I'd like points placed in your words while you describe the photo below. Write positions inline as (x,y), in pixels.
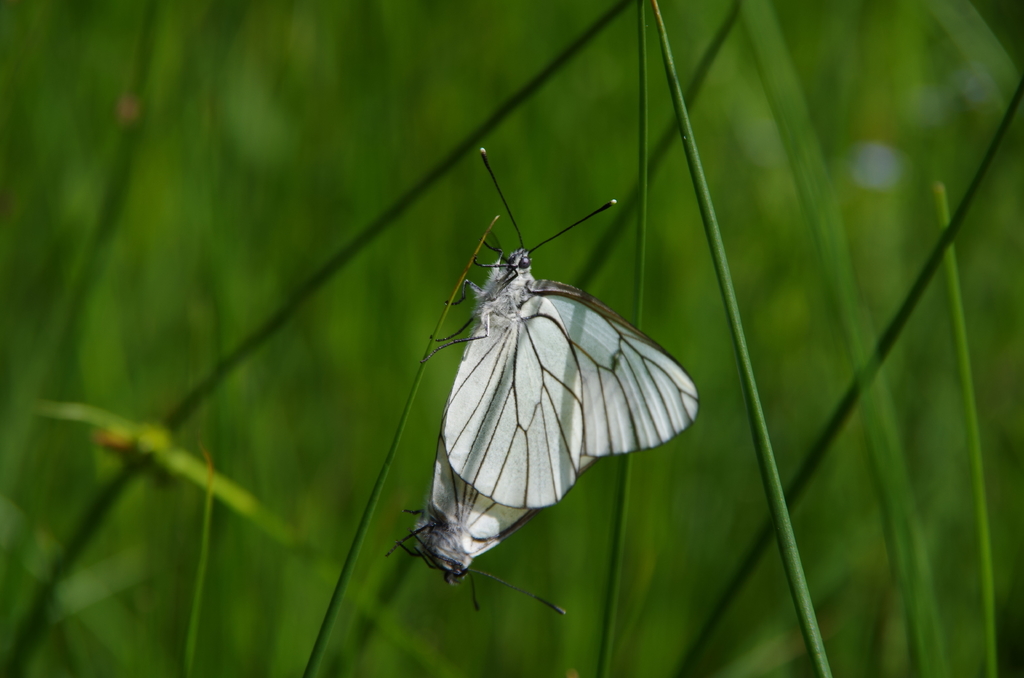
In the center of the image (482,354), we can see a butterfly (467,387) on the stem (419,375) and in the background (534,196), there are plants (734,157).
